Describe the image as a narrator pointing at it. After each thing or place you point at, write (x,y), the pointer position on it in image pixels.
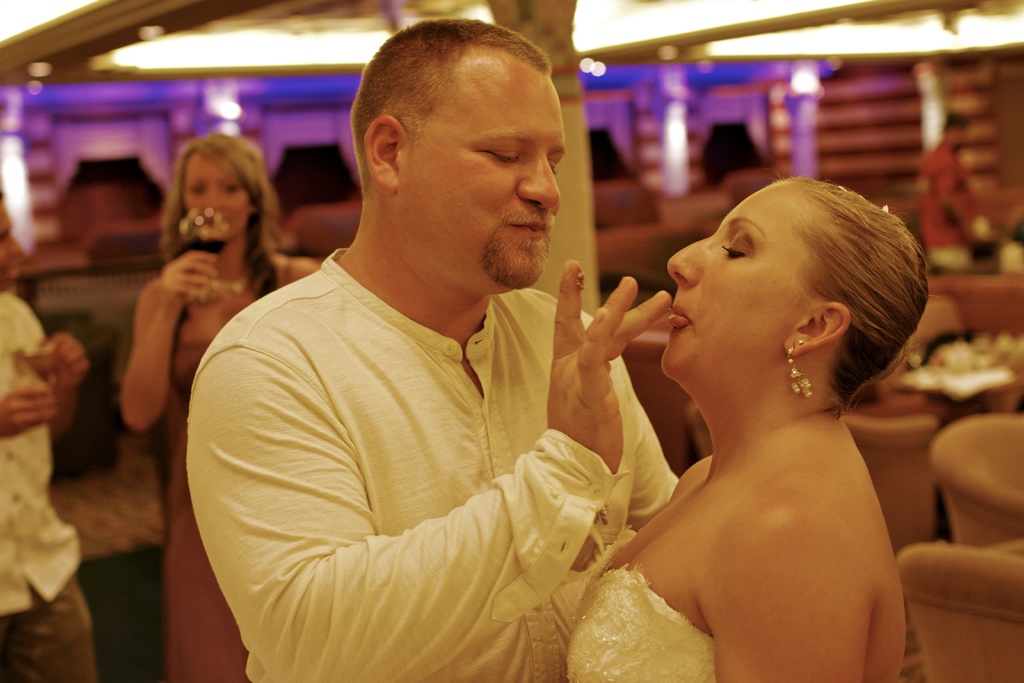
In this image there is a person (437,431) placed his fingers (606,330) in front of the mouth (678,309) of the lady (730,633), beside them there are two people (142,307) standing, one of them is holding a glass of drink (198,238) and there are sofas (970,471) and tables (938,392). At the top of the image (256,55) there is a ceiling (735,31) with lights (284,52).
